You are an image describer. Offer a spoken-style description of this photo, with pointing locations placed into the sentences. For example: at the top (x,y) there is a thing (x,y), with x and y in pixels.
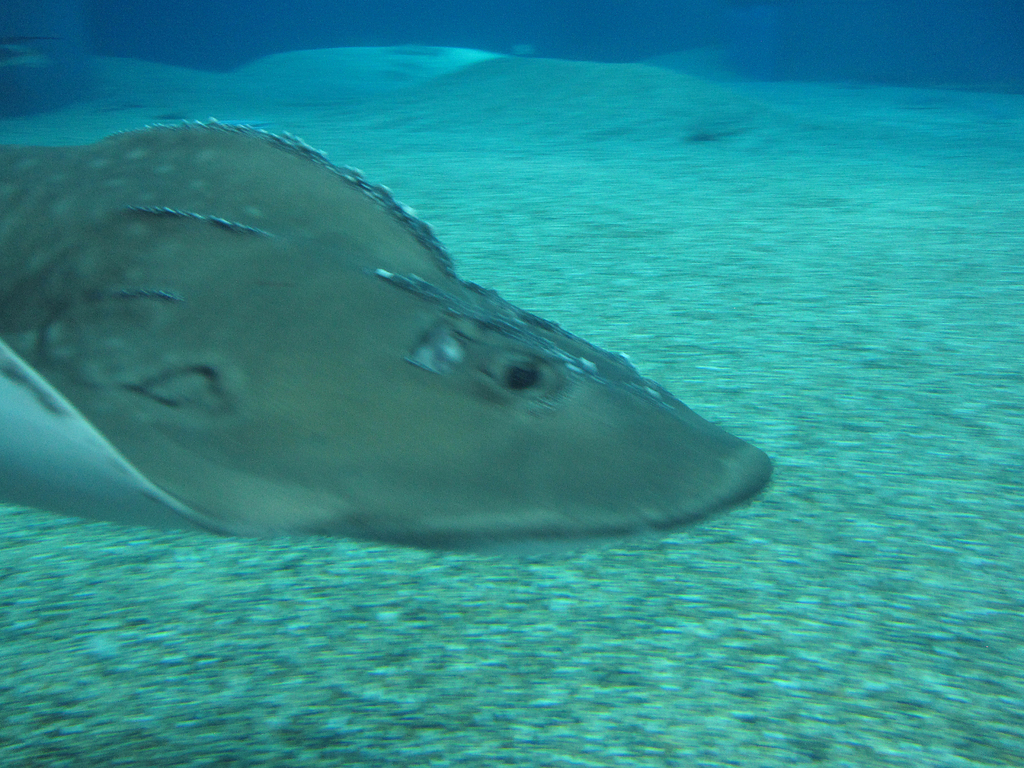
In this image we can see a animal (251,145) in the sea (280,128).
